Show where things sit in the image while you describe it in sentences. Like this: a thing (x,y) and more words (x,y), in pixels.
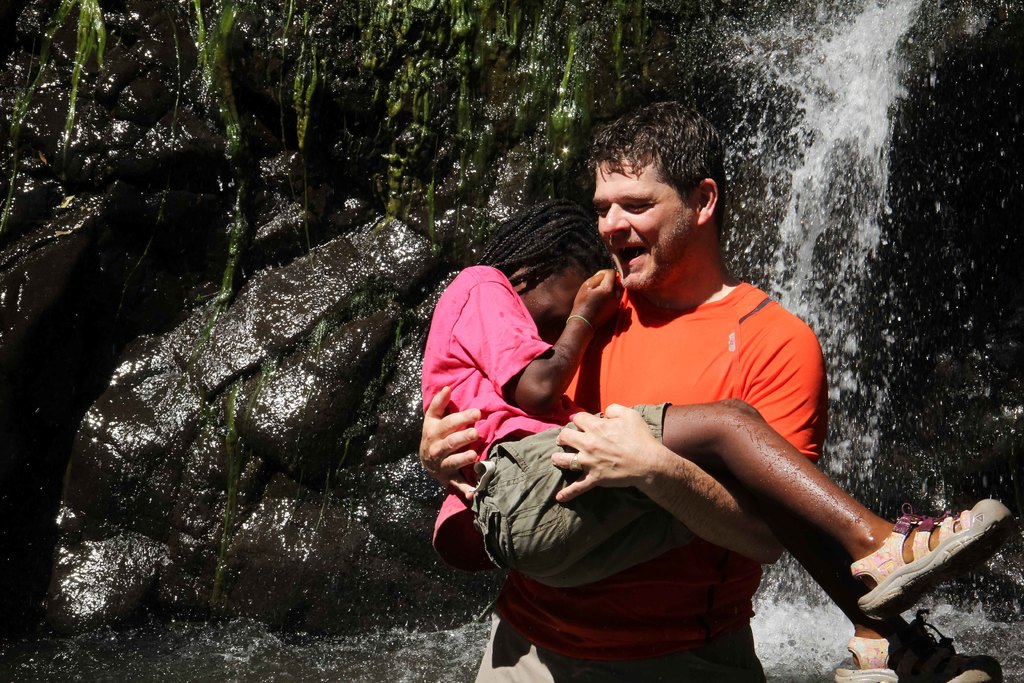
There is a man (634,318) holding another person (561,366). In the back (517,156) there is a waterfall (790,133) on the rock (220,337).
